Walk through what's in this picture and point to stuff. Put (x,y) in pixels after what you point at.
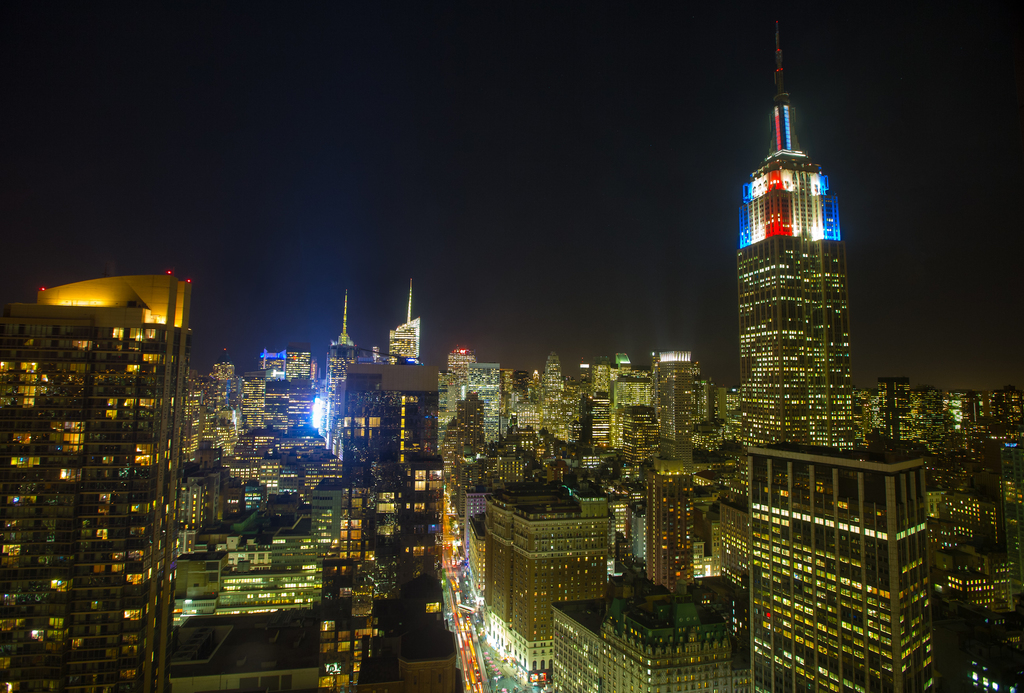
In this picture I can see there are buildings (752,554) and they have glass windows (805,375) and there are lights (746,392) visible from the windows (745,236) and the sky (434,155) is clear.
